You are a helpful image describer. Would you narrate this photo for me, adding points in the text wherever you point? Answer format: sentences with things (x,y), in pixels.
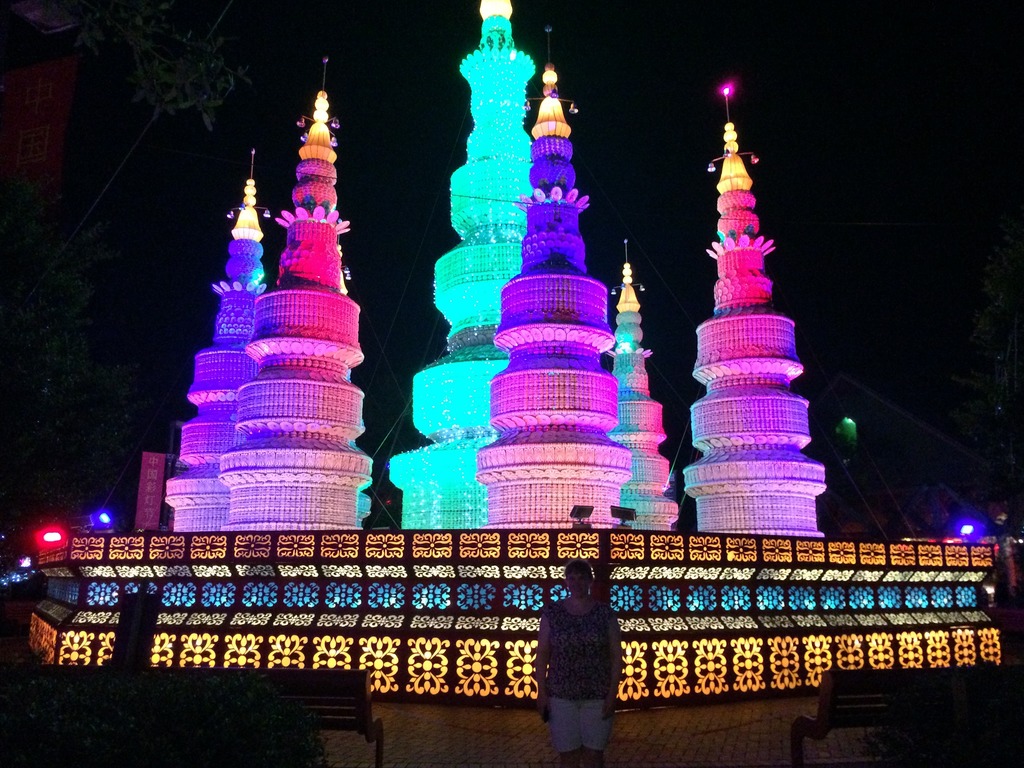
In this picture there is a person (579,674) standing and there are two benches (368,690) on either sides of her and there are few other objects (543,433) decorated with lights (543,482) in the background (463,464).
